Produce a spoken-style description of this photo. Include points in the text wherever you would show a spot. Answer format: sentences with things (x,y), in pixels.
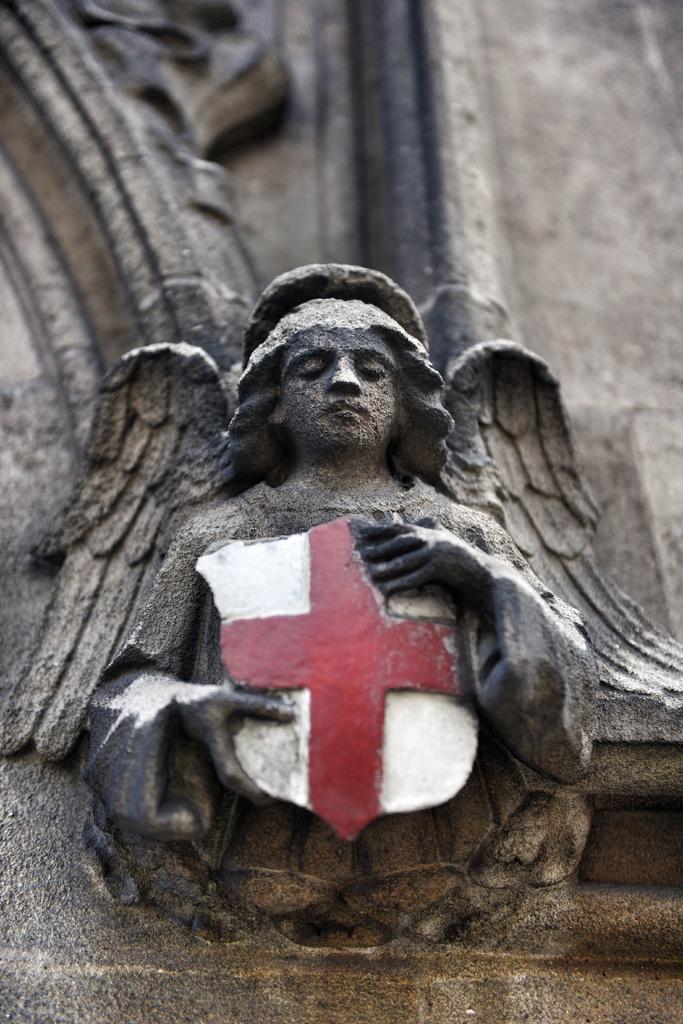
In this image I can see the statue (278,309) of the person (176,610) and the statue (178,756) is holding the cross symbol (299,615).
